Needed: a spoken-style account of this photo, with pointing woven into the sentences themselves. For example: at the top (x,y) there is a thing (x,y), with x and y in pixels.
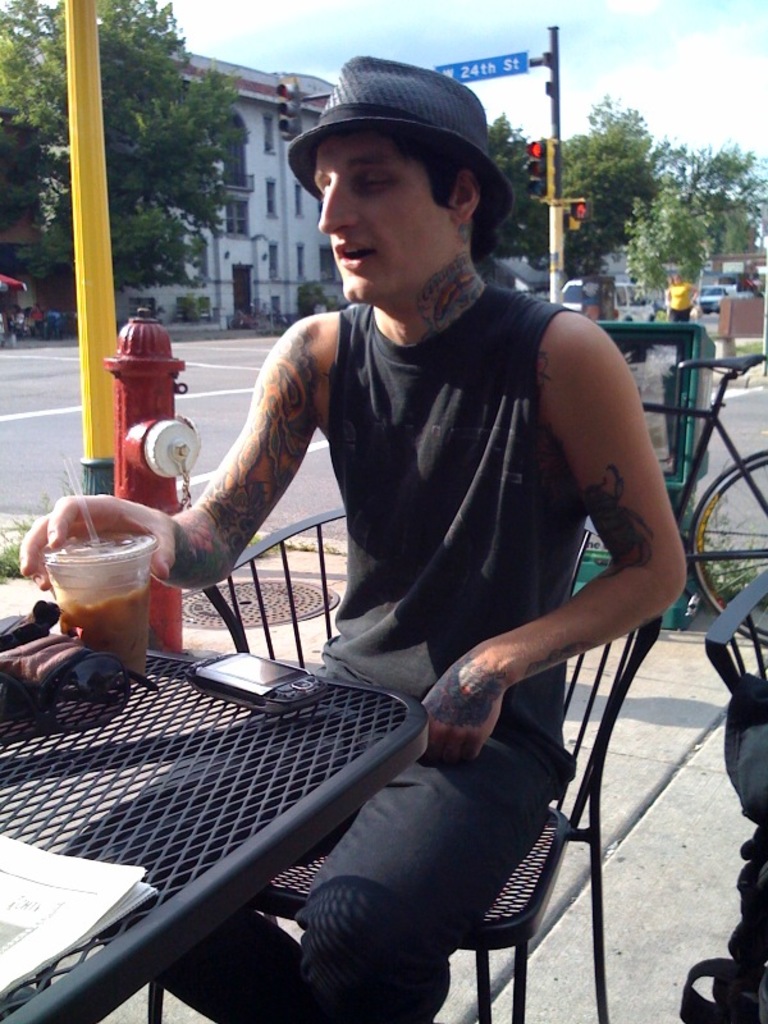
In this picture we can see a man (366,242) wore a cap (409,133), sitting on a chair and in front of him we can see a mobile (256,694), glass (138,629), papers (61,921) on the table (397,698) and at the back of him we can see a bicycle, hydrant (168,438), name board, poles (553,209), traffic signals (546,153), trees (649,163), vehicles (700,289) on the road (6,444), building (260,216) with windows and some objects (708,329) and in the background (512,38) we can see the sky (575,73).
